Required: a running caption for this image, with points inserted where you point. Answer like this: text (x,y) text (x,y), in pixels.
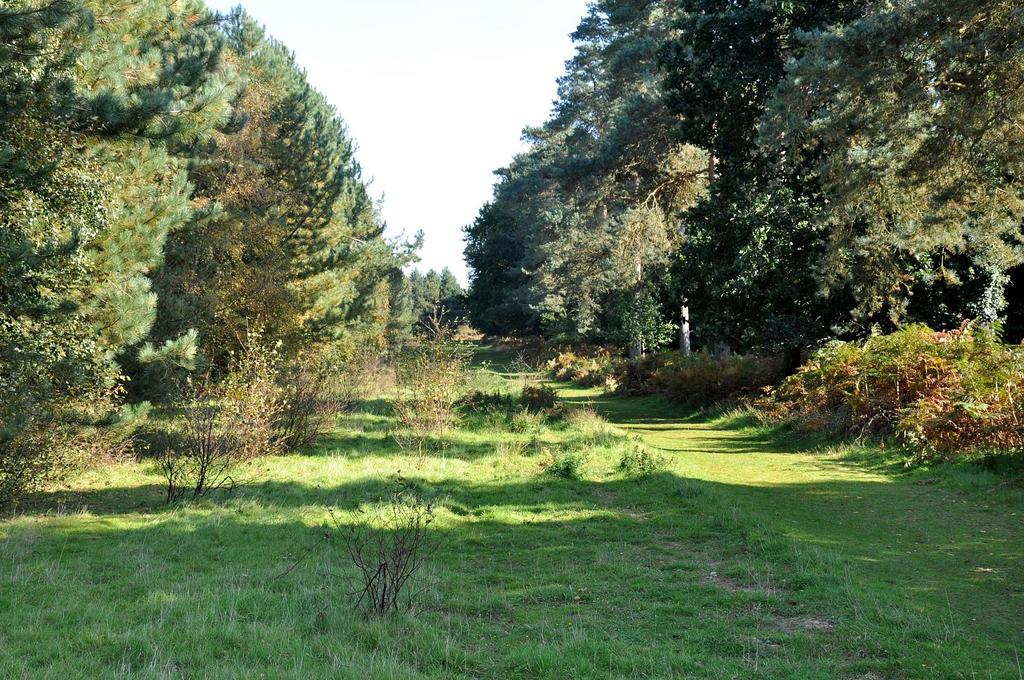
This image consists of many trees (64,208). At the bottom (634,547), there is green grass (574,580) on the ground (553,574). At the top (441,82), there is the sky (461,96).
